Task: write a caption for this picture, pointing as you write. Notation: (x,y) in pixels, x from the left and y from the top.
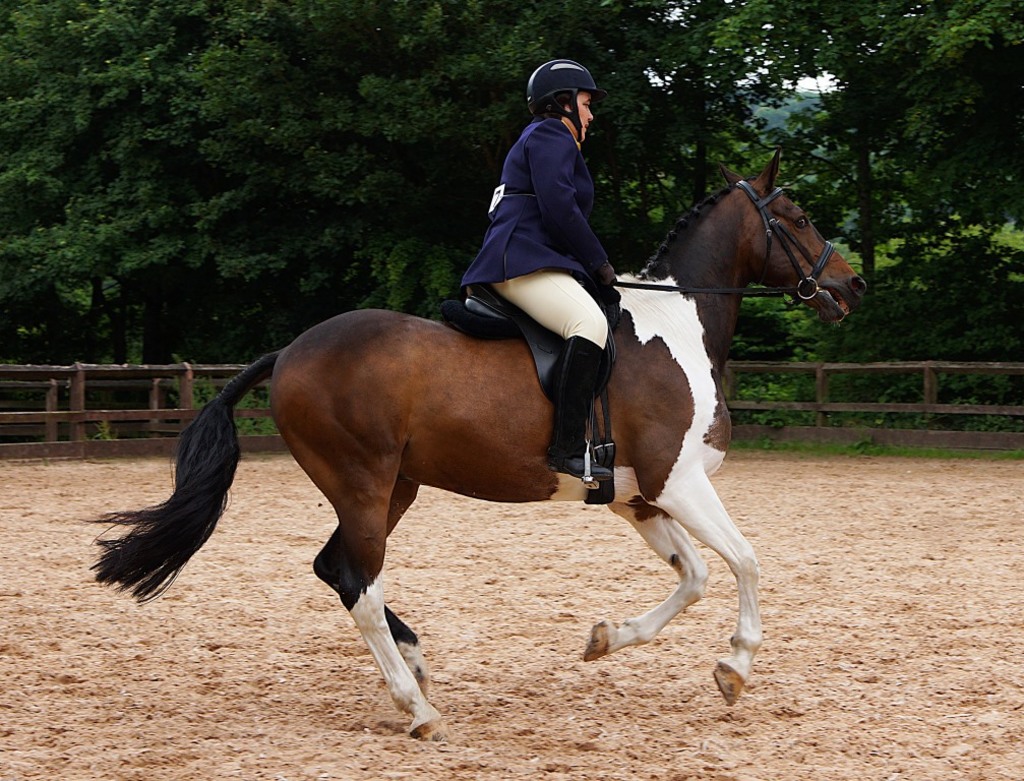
In the background (552,47) we can see the trees (476,24) and fence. In this picture we can see a person (579,201) wearing a helmet (568,83) and riding a horse (622,445) in the ground (600,716).
